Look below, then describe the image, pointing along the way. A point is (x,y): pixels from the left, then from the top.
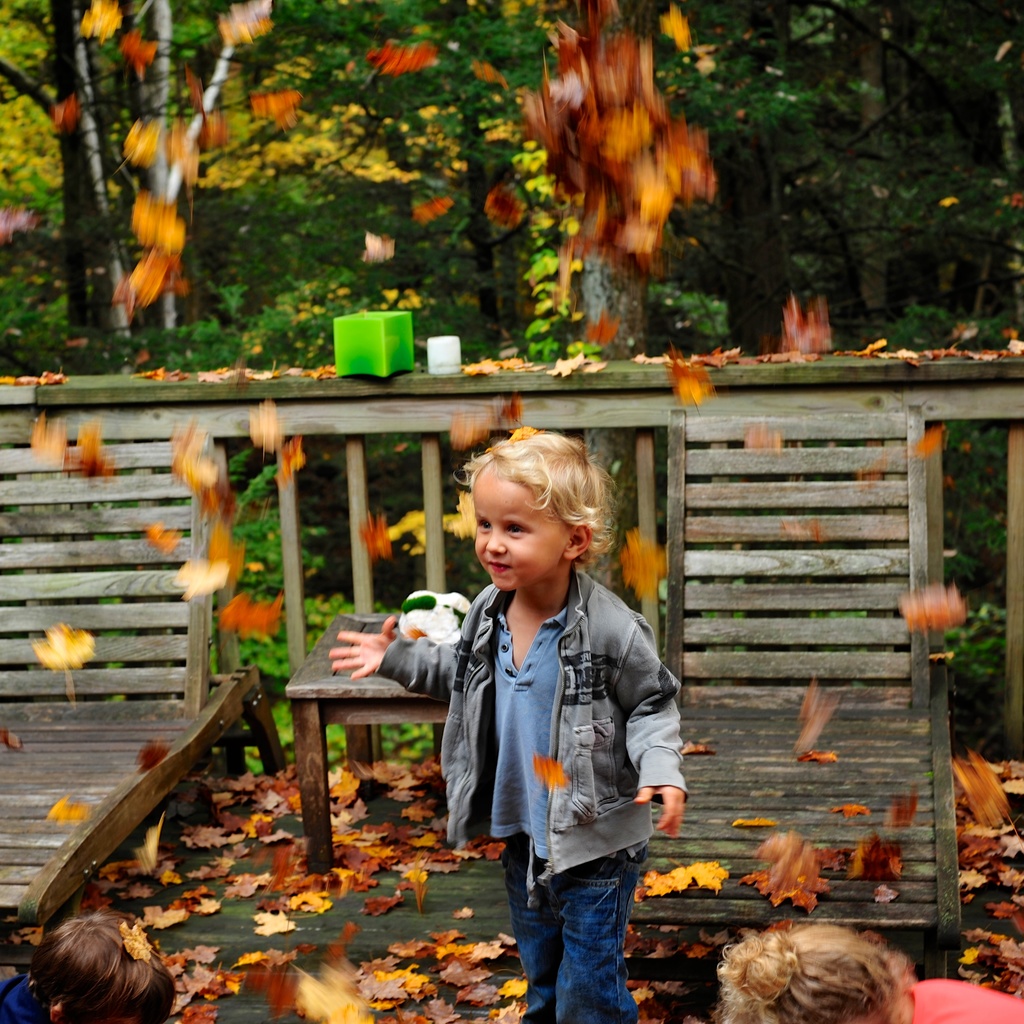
In this picture I can see a kid (540,660) on the wooden floor (481,867). I can see a kid (84,927) on the left side (84,918). I can see a kid (822,952) on the right side (782,935). I can see wooden deck chairs (775,666). I can see wooden fence (558,425). I can see the table (327,695). I can see trees (554,250) in the background (541,232).
